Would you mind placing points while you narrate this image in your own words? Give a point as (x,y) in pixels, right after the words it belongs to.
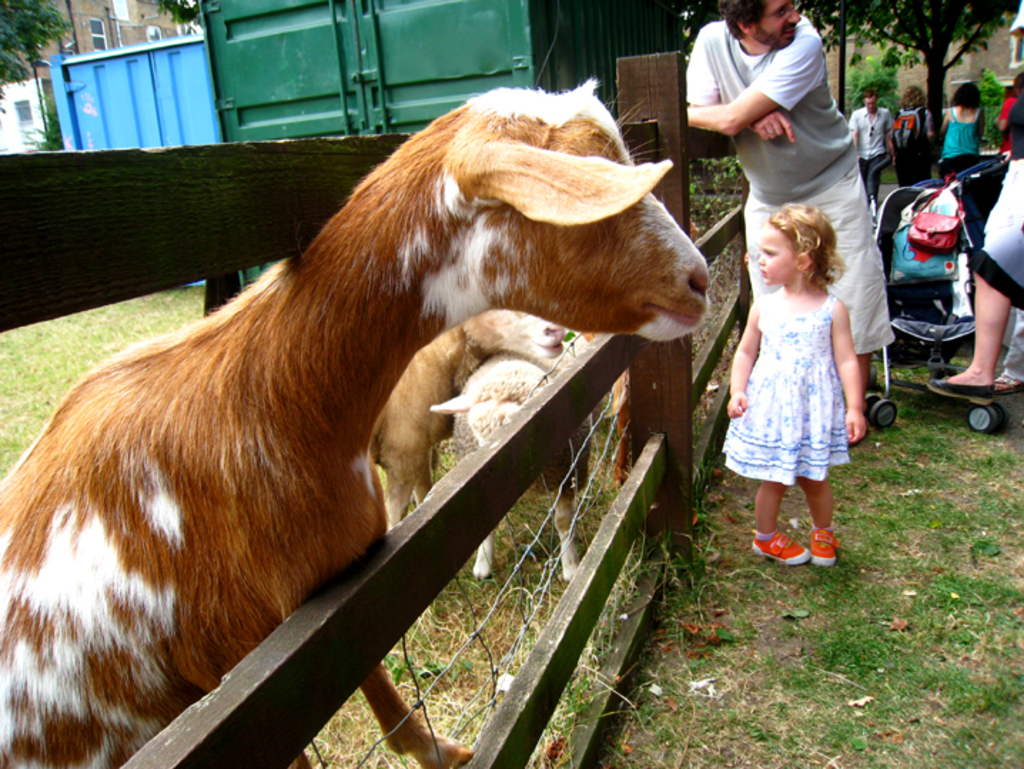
In this image I can see goats (325,470) on the left (305,466). There is a fence (257,768) in the center (640,366). People (745,374) are present on the right (950,314), there is a stroller (947,299) and a red handbag (932,230) on it. There are trees (991,98) and buildings (95,4) at the back (990,80).
